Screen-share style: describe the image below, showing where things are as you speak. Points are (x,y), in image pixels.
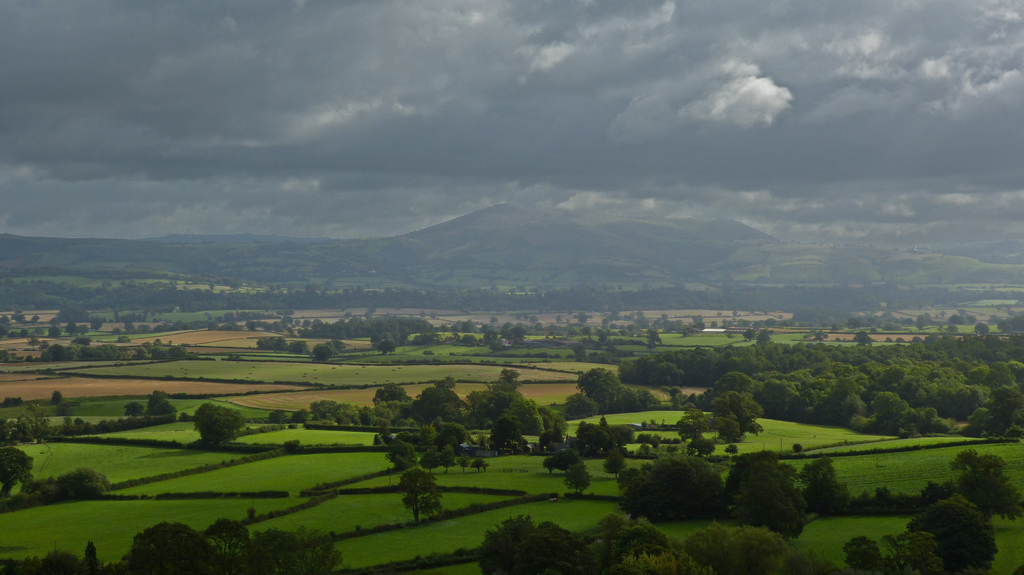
In the foreground of the picture (560,455) there are trees (434,438) and fields (240,406). In the background (483,290) there are fields (322,317), trees (163,292) and hills (540,226). Sky (571,128) is cloudy.
